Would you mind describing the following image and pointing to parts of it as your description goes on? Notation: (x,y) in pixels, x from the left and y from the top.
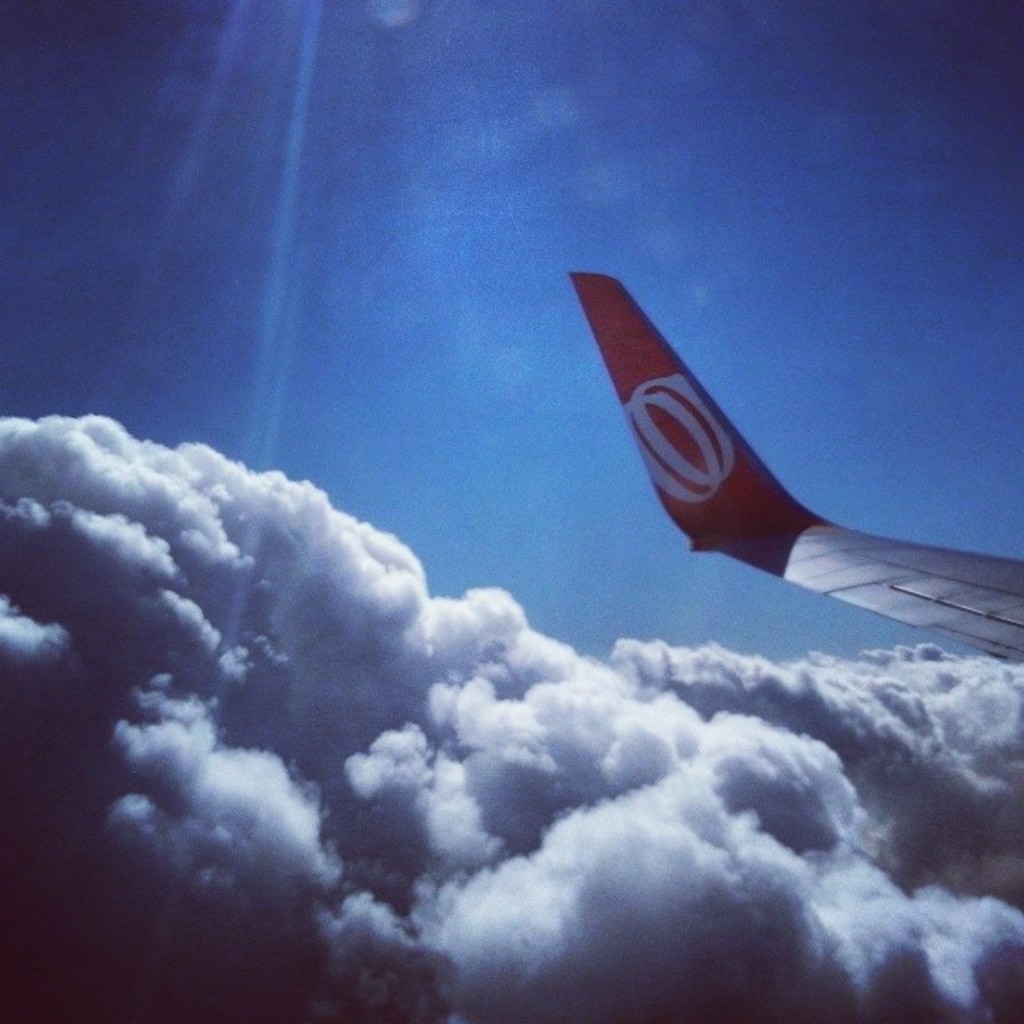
On the right side (692,476) we can see a wing (807,549) of a flight (814,549). In the background (411,405) there is sky (408,265) with clouds (636,733).
